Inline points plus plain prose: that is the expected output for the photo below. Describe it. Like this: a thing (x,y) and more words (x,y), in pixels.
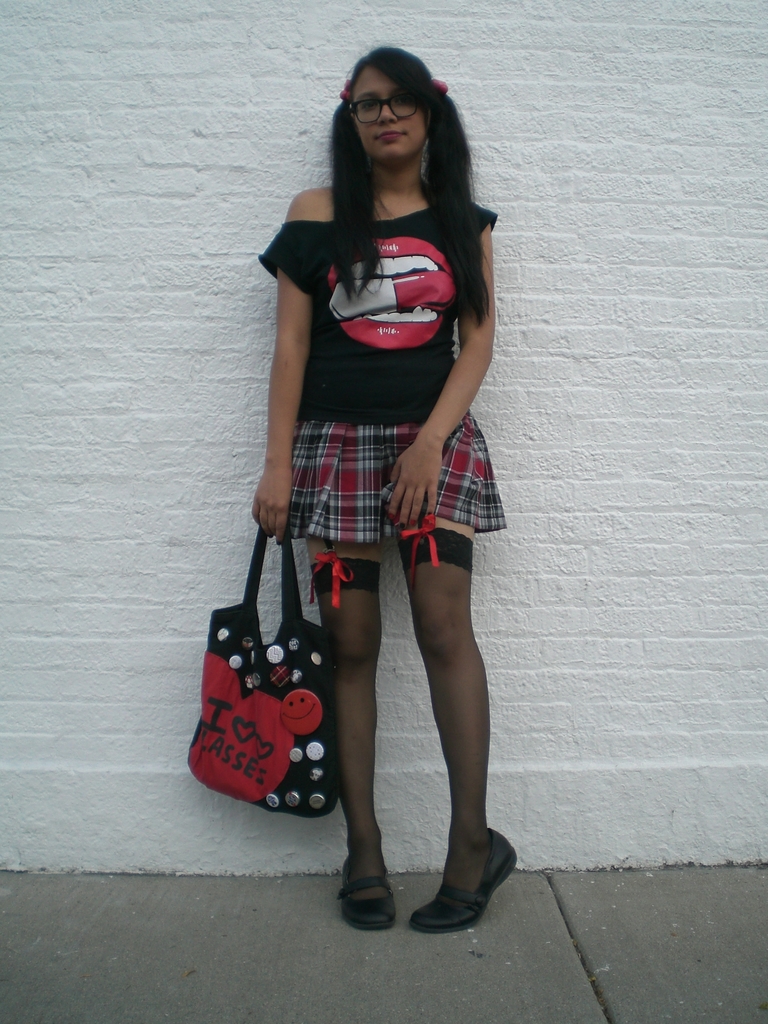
In this image I can see a person (384,167) standing and holding the bag (259,702). At the back (488,94) there's a wall (502,319).
